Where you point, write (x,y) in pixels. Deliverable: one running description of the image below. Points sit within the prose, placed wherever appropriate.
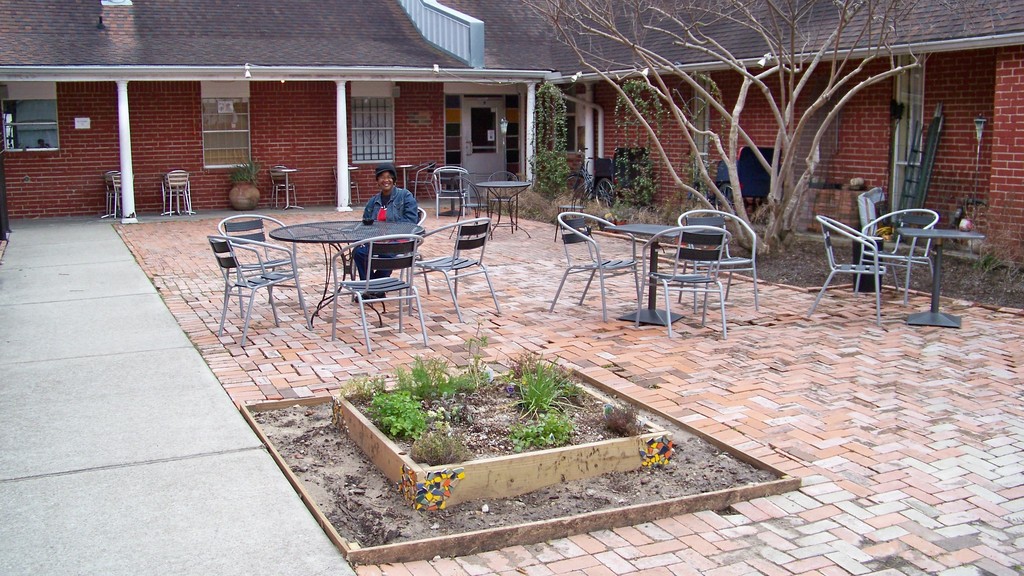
In this image there is a woman (410,213) sitting in the chair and there is a table (303,230), plants (647,199), bicycle (608,179), ladder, pole (531,100), garden type (309,455) and at the back ground (299,192) there is a building (283,199) with some plants (538,120) and a door (476,125).
